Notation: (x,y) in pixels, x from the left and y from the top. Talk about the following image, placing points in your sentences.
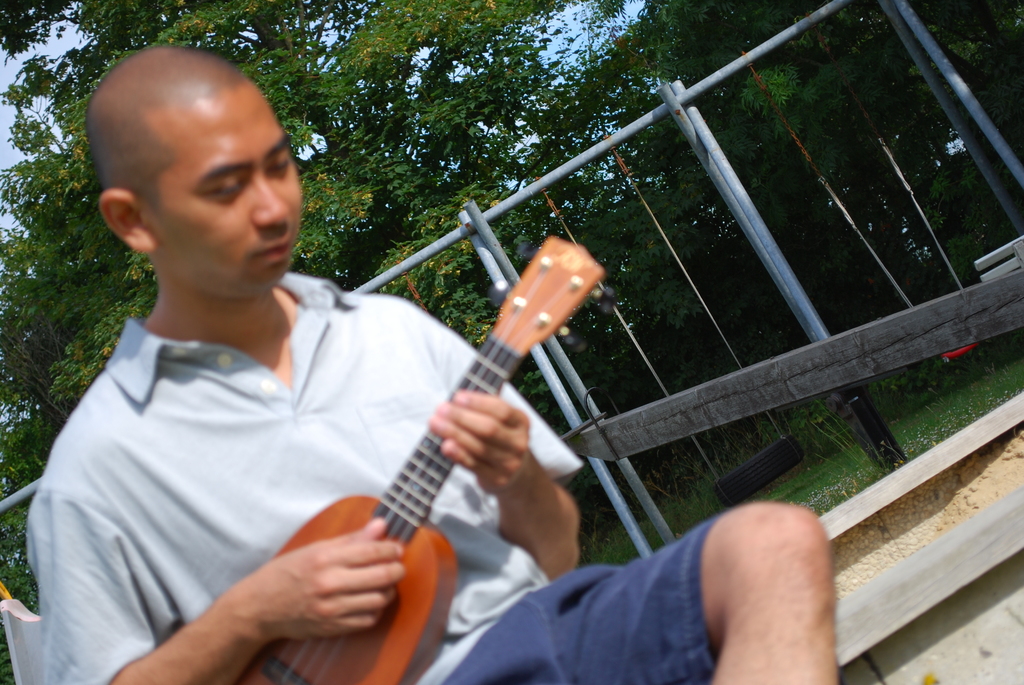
In this image, there is an outside view. In the foreground (443,405), there is a person (382,381) wearing clothes (363,373) and playing a musical instruments (378,508). In the background (928,113), there is a swing set (934,46) and some trees (409,61).
